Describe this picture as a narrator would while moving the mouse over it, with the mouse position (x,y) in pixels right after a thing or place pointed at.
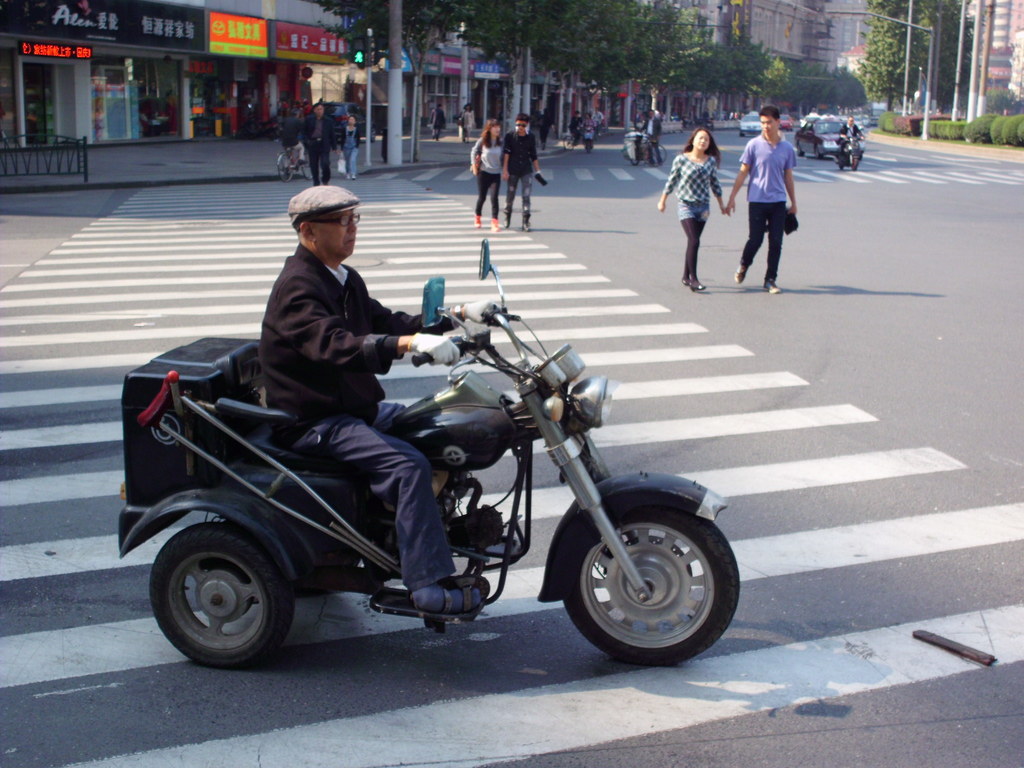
Few persons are walking and few persons (312,353) are sitting on the bike (249,424). We can see vehicles (548,441) on the road (543,456). On the background (552,41) we can see buildings (300,10), trees (517,41), pole (392,112). This person (341,362) wear cap (318,203), glasses (353,220).
